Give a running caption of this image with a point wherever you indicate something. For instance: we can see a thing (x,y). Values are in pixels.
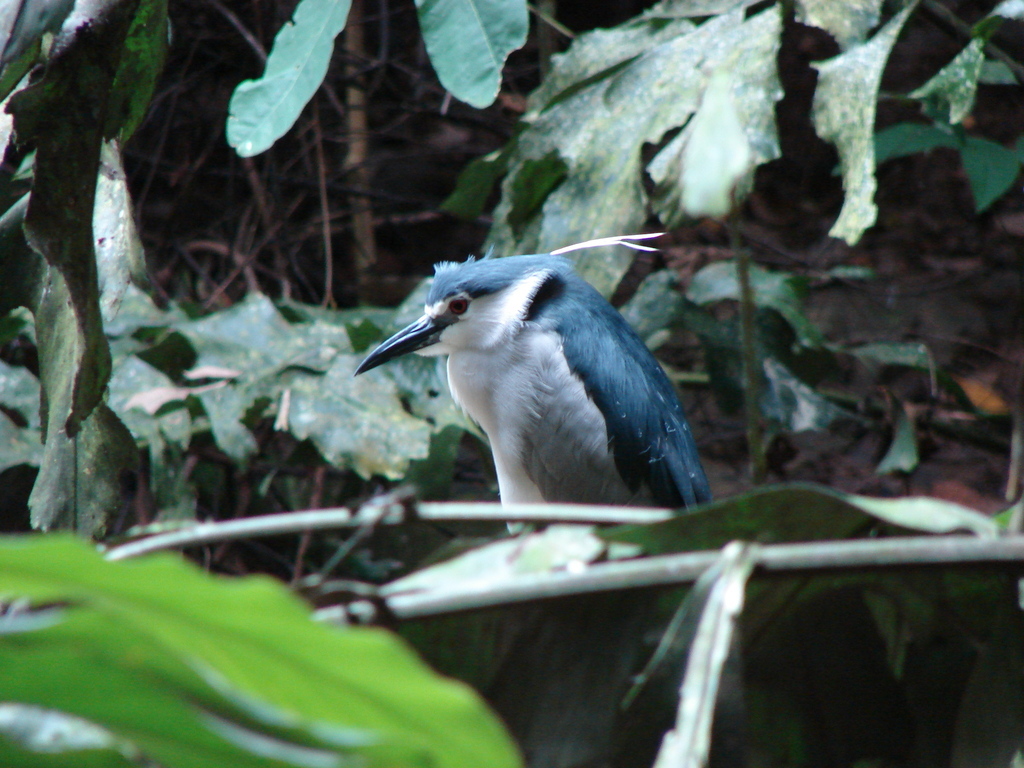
We can see a bird (647,408) and we can see stems (474,595) and green leaves (937,121).
